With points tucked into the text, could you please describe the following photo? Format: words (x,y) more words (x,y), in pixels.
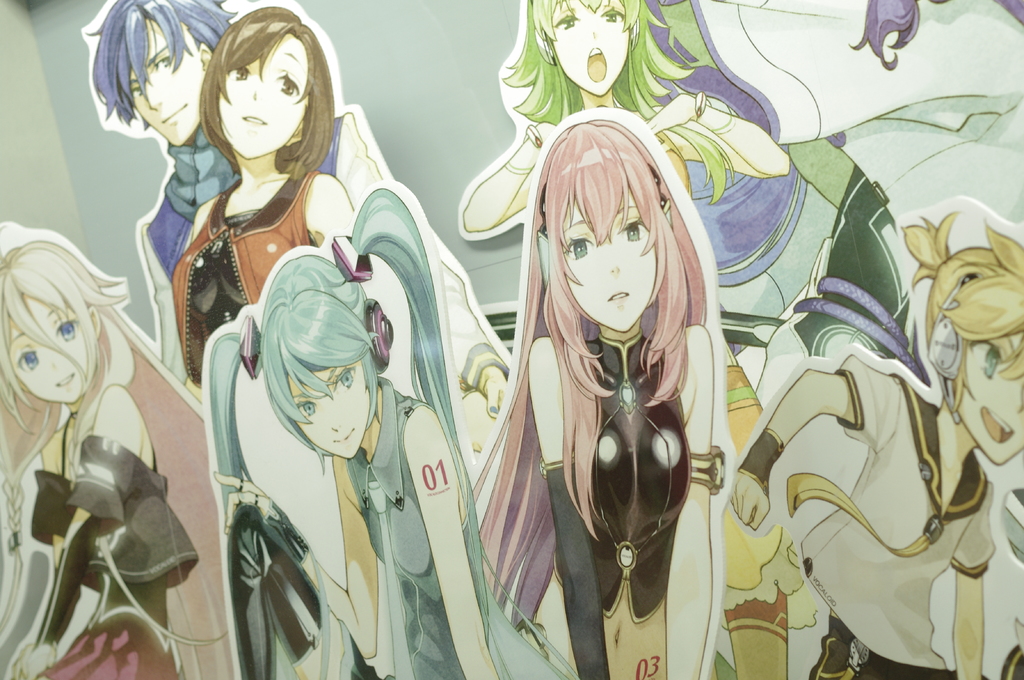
This picture consists of an animated image, in which there are cartoon characters (492,361).
